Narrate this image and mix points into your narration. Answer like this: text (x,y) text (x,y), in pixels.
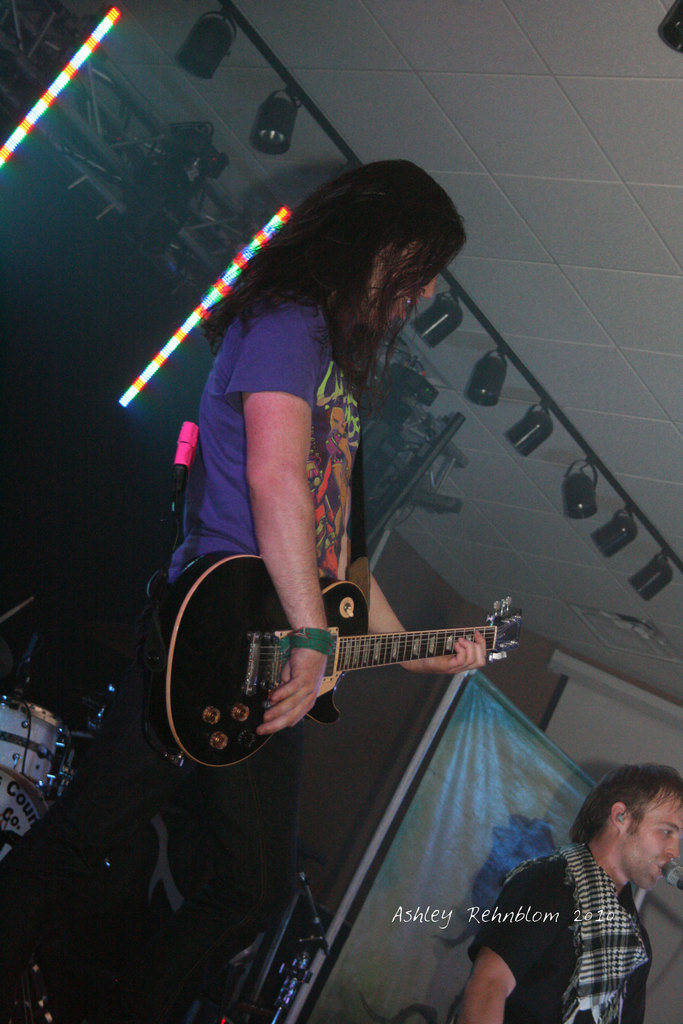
In this image, a woman (228,773) is playing guitar (239,598) her hair (299,254) is long she wear t shirt (242,528) and trouser (149,792). A man (596,910) to the right (634,912) he is singing. I think this is a stage performance. There are many lights (576,485) in the background (537,428).
